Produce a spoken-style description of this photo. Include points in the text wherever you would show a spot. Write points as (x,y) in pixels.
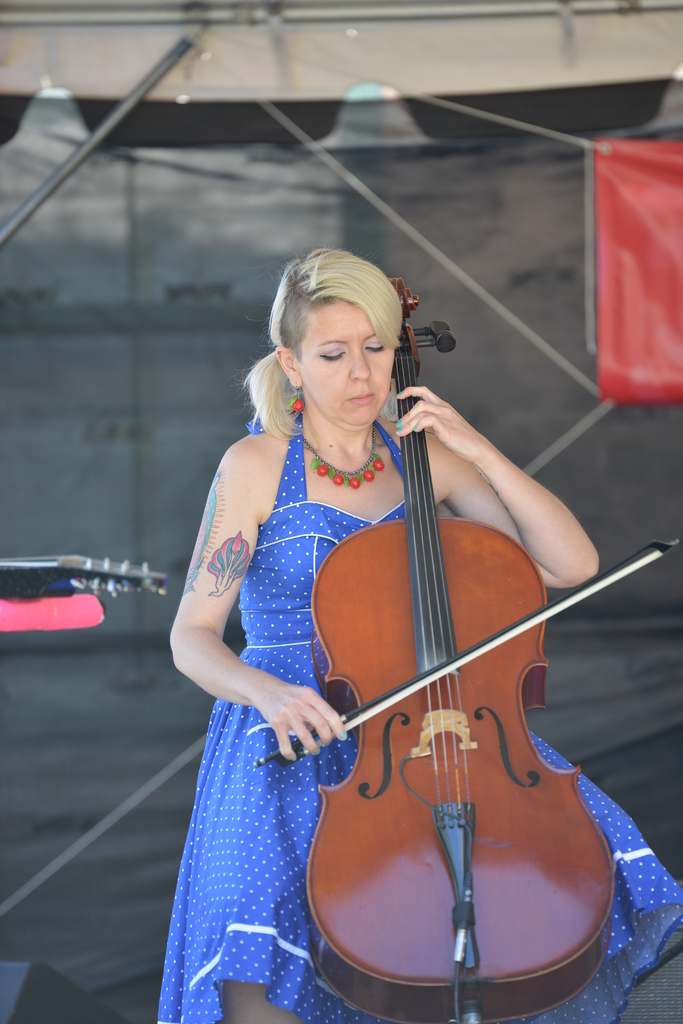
Women (308,525) playing musical instrument (478,739).
